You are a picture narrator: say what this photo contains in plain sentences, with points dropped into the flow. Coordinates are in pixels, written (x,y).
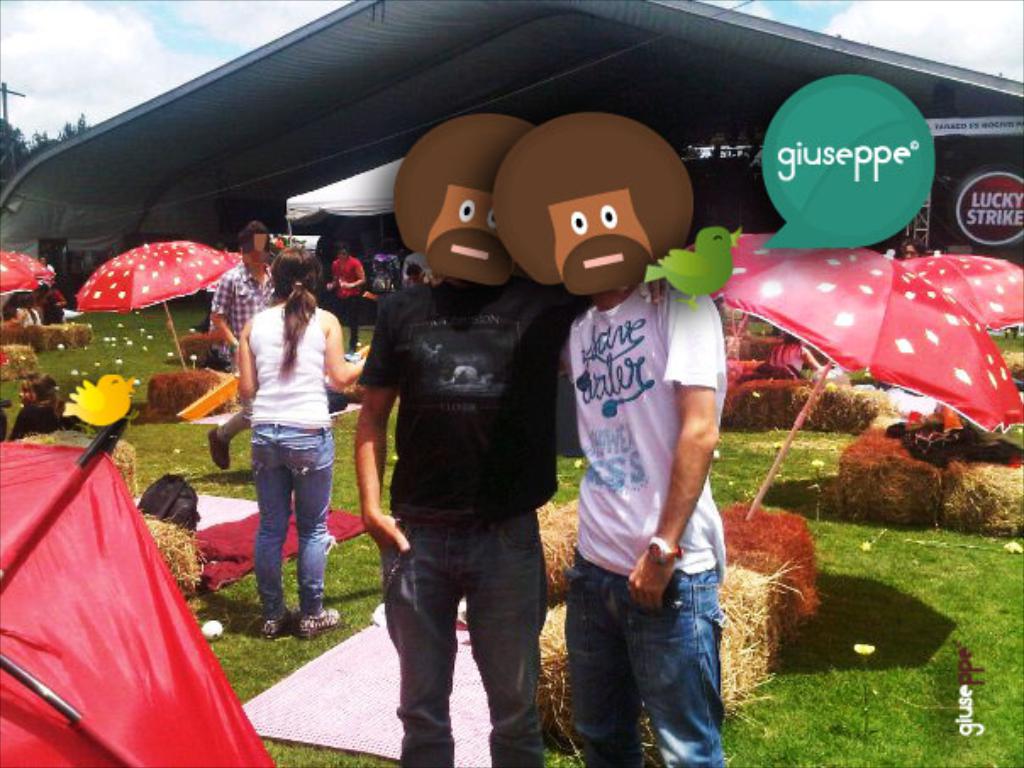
In the center of the image (532,390) we can see two people (536,430) are standing and wearing the masks (600,212). In the background of the image (955,638) we can see the umbrellas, ground (881,631), dry grass (730,575), boards (998,130), trees (60,138), pole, shed (193,201), tent (372,196) and some people (290,421) are standing. In the bottom right corner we can see the text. At the top of the image (929,24) we can see the clouds (939,9) in the sky (41,96).
